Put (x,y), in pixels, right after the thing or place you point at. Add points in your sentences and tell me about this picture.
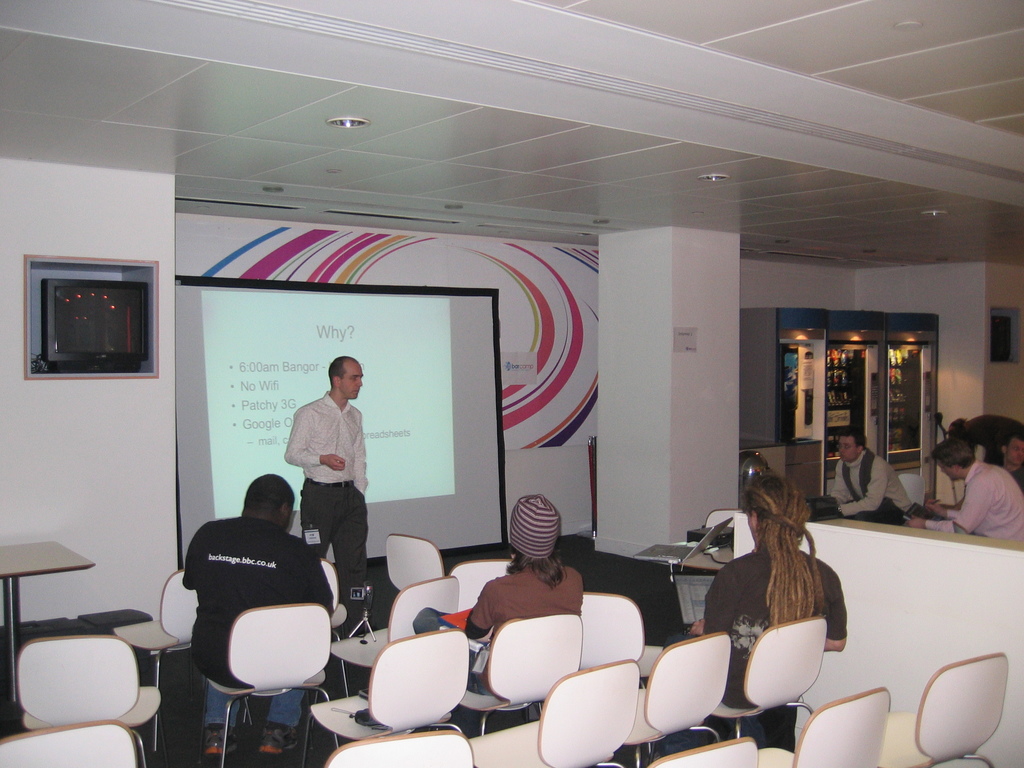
In this image I see few people (965,419) who are sitting on chairs (245,652) and this man (341,390) is standing over here, I can also see few more chairs (143,636) and on this table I see a laptop (679,555). In the background (666,523) I see vending machines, wall (623,374) and a projector screen (451,491) over here.
